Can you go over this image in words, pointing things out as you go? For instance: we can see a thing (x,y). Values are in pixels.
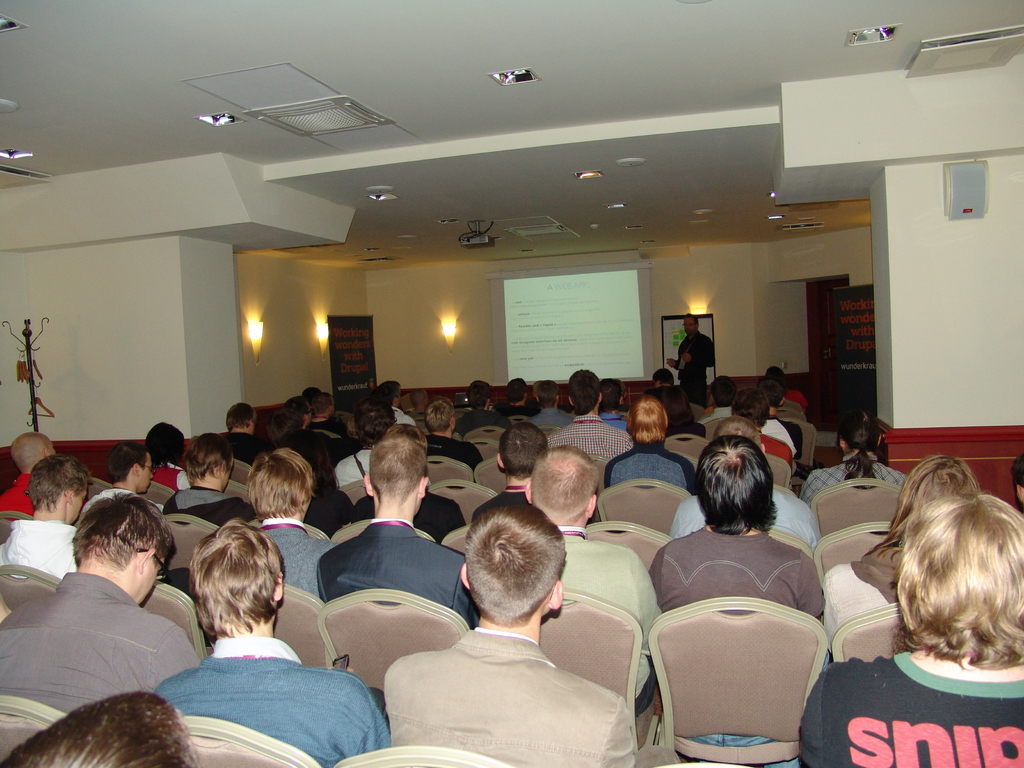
In this image, we can see some persons (56,545) wearing clothes (53,529) and sitting on chairs (612,609). There is a person (685,357) standing beside the screen (565,335). There are some lights (701,312) in the middle of the image (448,318). There is a ceiling (577,182) at the top of the image (534,120).
